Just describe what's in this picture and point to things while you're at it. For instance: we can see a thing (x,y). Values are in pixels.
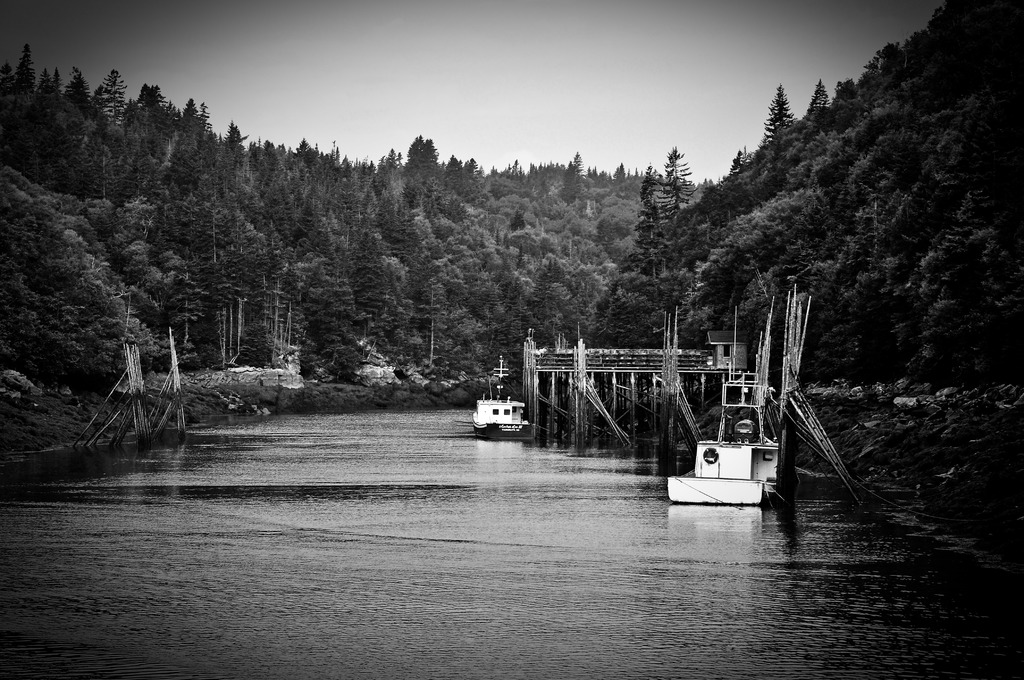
This is a black and white image where we can see a surface of water (425,486) at the bottom of this image (583,499) and trees (367,287) in the background (534,287). The sky (595,97) is at the top of this image (535,84).
